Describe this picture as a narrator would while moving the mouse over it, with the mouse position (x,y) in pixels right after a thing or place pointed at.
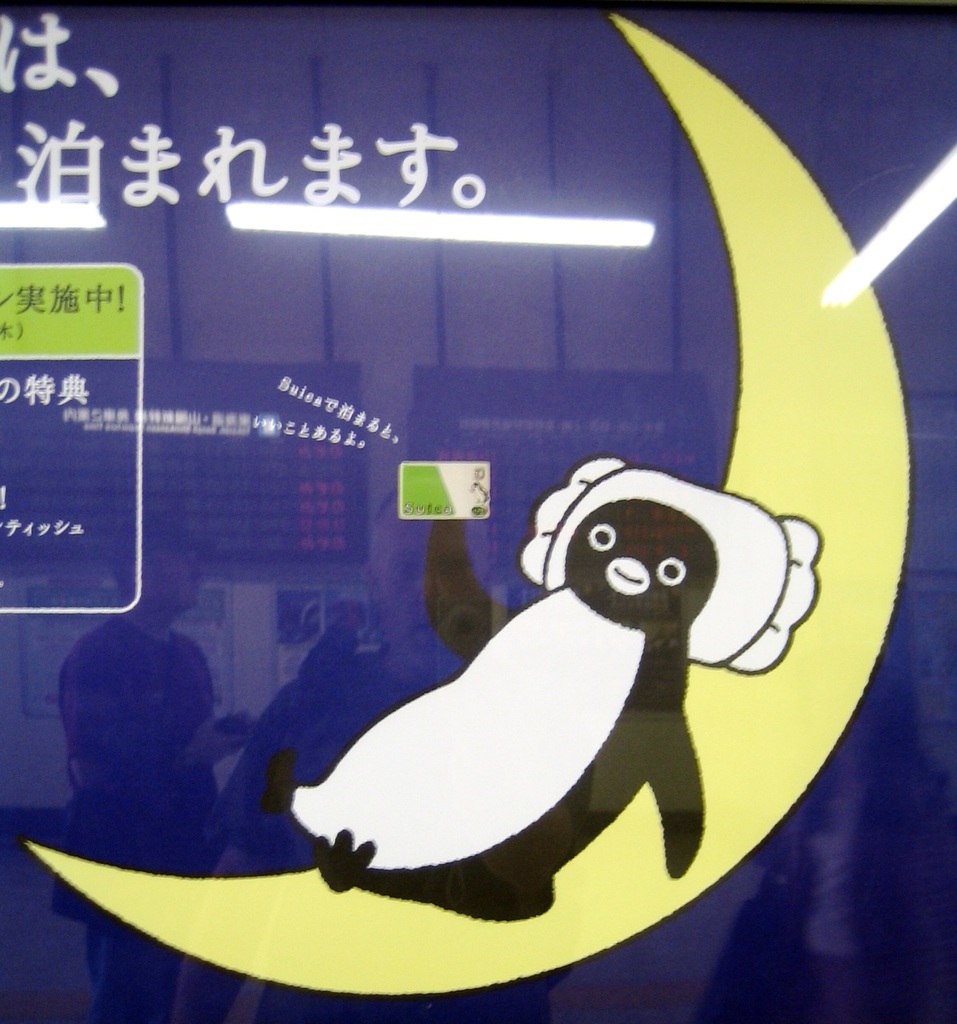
In the image there is a picture of a anime penguin (685,558) laying on moon (808,451) with text (38,132) above it.
